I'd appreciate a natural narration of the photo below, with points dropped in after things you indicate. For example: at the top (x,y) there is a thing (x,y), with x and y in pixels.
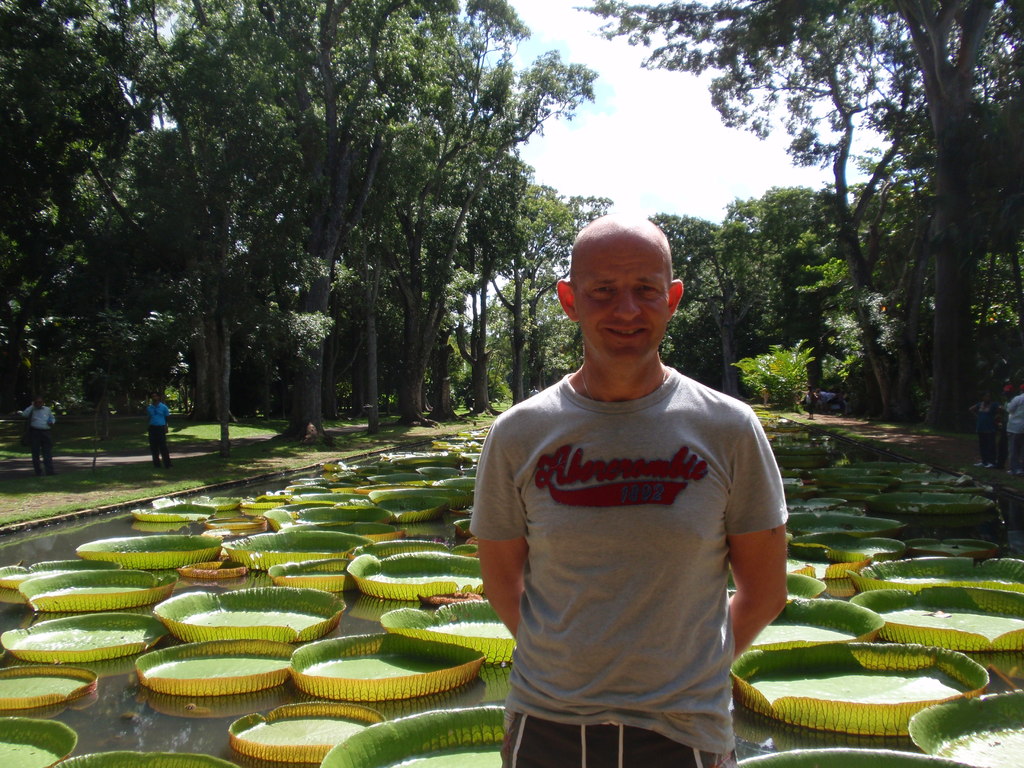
Here is the man (625,551) standing and smiling. He wore a T-shirt (654,594) and short (540,738). These are the trees (299,185) with branches (910,225) and leaves (907,239). I can see few people (990,416) standing. This looks like a pond (177,522). These are the kind of flowering plants (343,534) named as victoria amazonica (304,626), which are floating on the water (162,726).
